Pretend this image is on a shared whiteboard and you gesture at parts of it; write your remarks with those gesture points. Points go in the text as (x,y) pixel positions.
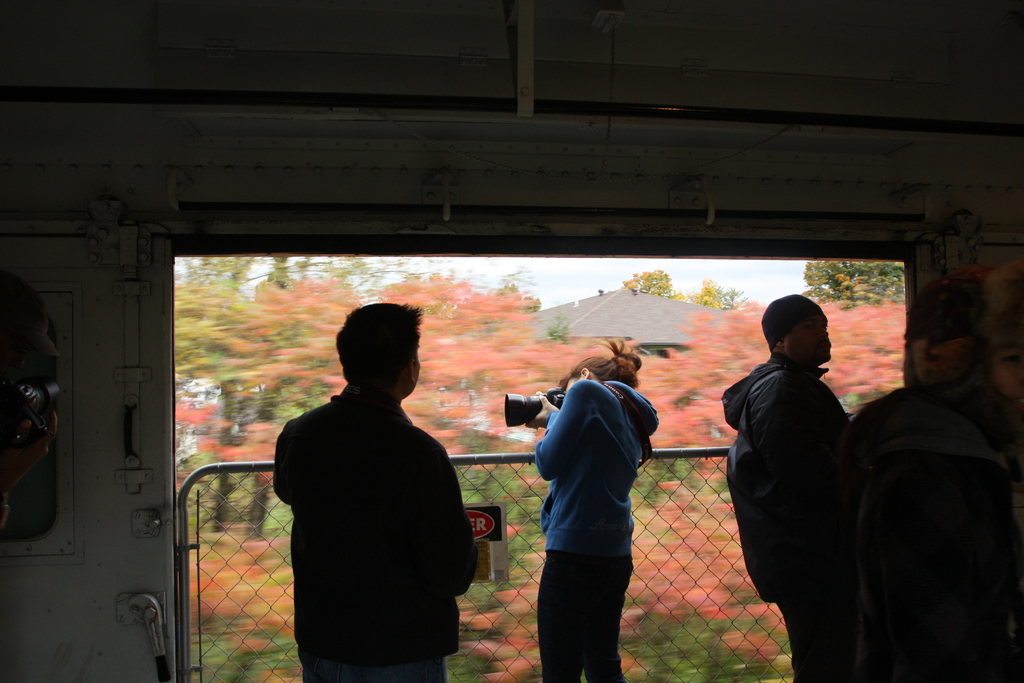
In this picture, we see three men (737,461) and a woman (594,459) are standing. In front of the women (566,575) we see the fence (682,527). On the left side (86,537), we see a wall (116,460) and we see the hand (37,453) of a person (11,371) who is holding a camera (29,410). There are trees (464,371), building (569,310) and the sky (560,270) in the background (580,264).
